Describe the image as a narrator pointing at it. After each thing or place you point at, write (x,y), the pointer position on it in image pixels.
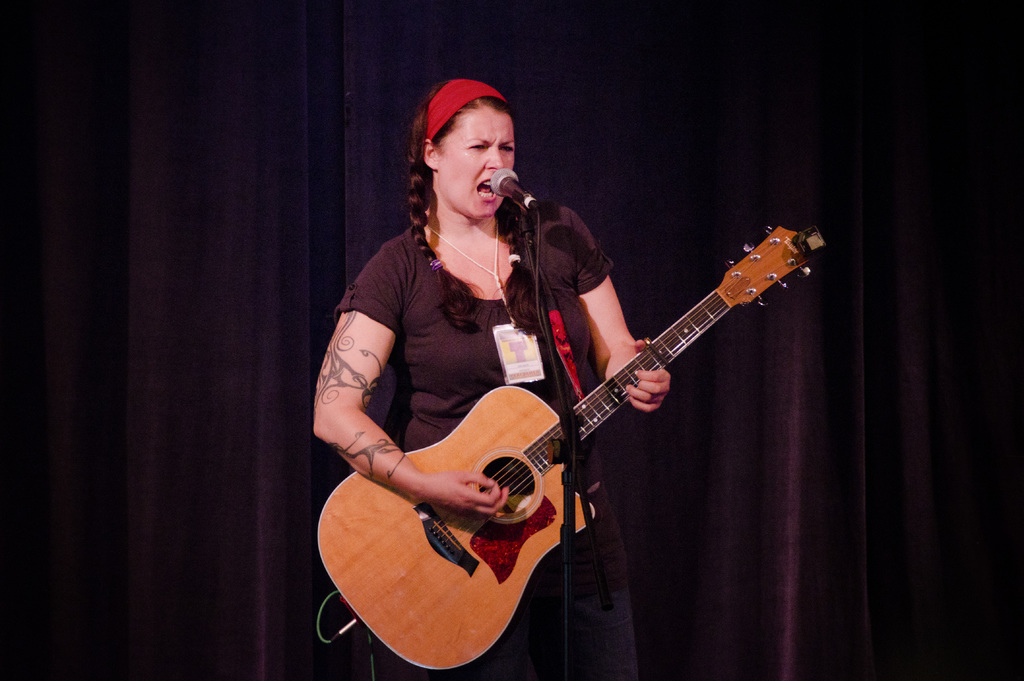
In this image there is a woman (600,284) standing and playing a guitar (509,446) and singing a song in the microphone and the background (525,93) there is a curtain (249,169).
